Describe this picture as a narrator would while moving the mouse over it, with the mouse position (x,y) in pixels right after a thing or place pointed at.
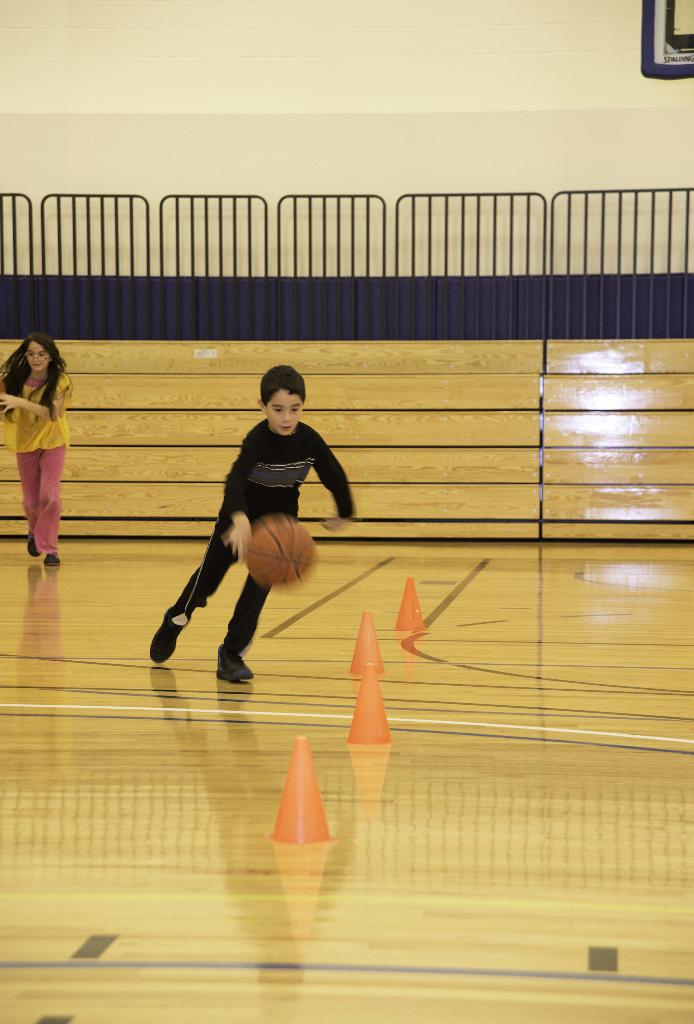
In this image we can see a boy (266,482) is playing with the ball (275,539), he is wearing black color dress (254,517). To the left side of the image (43,492) one girl (43,480) is there, she is wearing yellow top (28,438) with pink pant (21,453). The floor (290,884) is furnished with wood (490,801). Background (99,256) black color fence (285,254) is there and the wall (350,96) is in white color.
